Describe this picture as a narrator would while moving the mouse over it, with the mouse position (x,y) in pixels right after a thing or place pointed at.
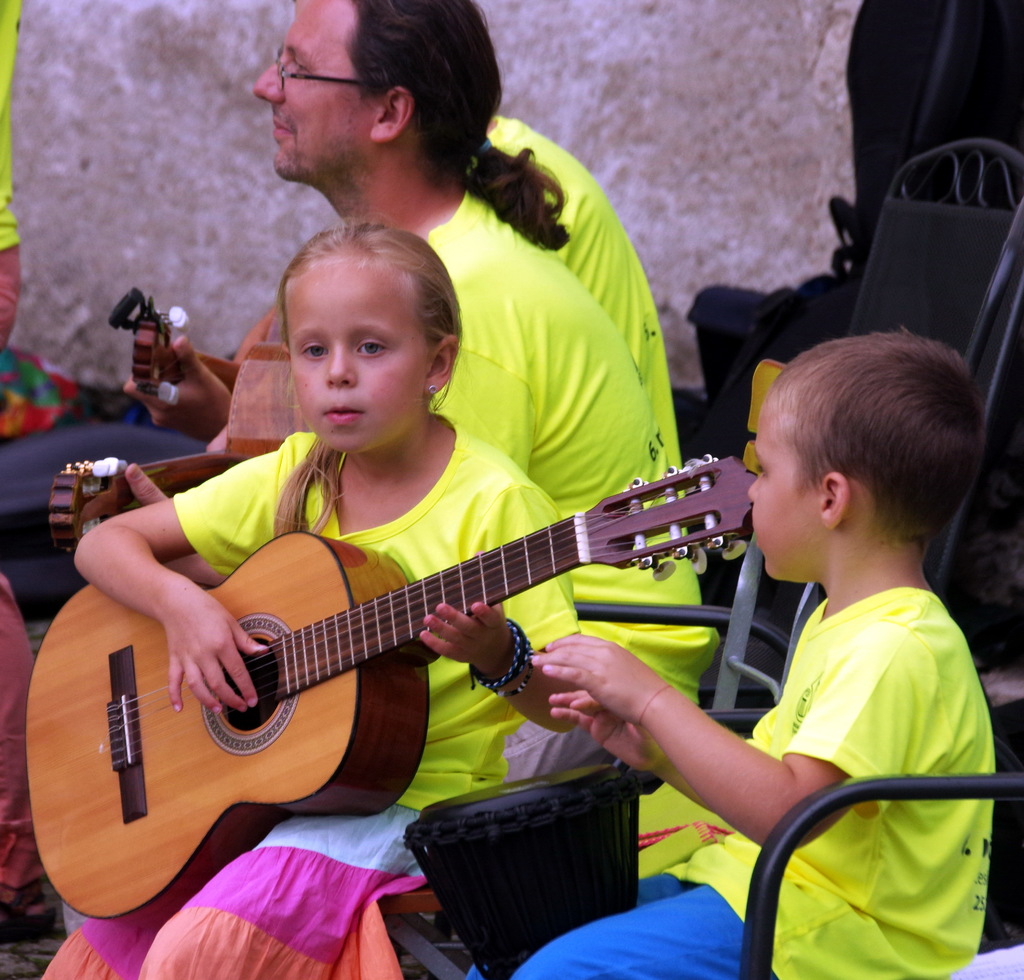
In this image there are group of people (536,475). The girl (401,488) with green t-shirt (416,550) is holding guitar (261,665) and she is playing, the person (537,351) sitting beside the girl (252,692) is holding the guitar (123,471). There is a person (774,719) sitting in the front (694,761) is playing the drums (504,845).
